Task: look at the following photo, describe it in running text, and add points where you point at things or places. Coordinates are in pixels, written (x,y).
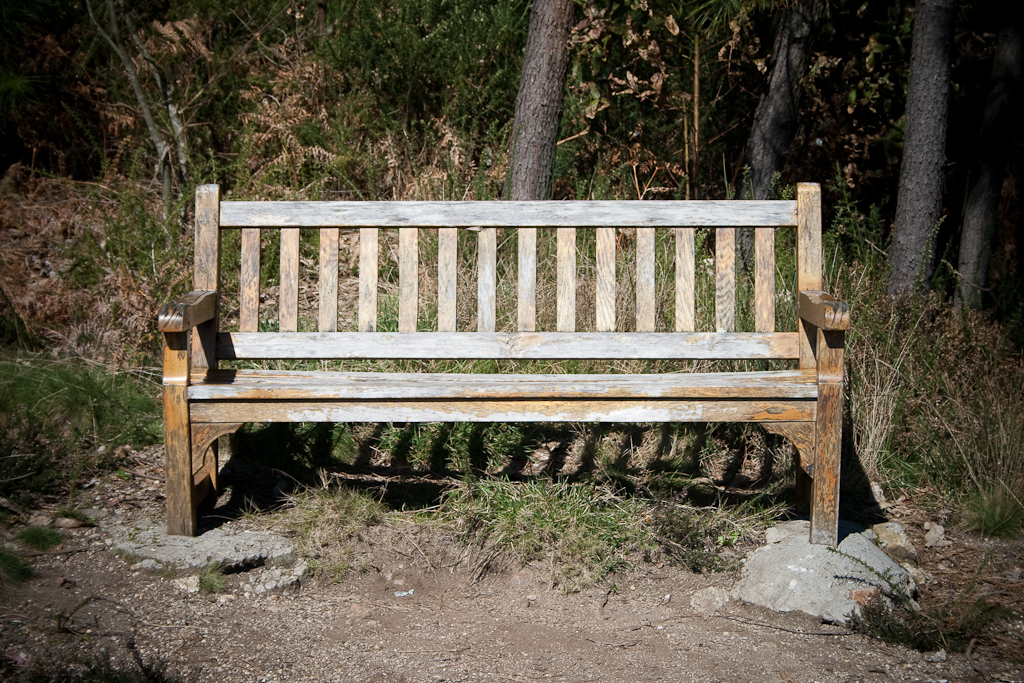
In the foreground of the picture (451,283) we can see grass (518,503), bench (404,420) and soil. In the background (523,94) there are trees (786,51) and we can see dry leaves (445,127).
